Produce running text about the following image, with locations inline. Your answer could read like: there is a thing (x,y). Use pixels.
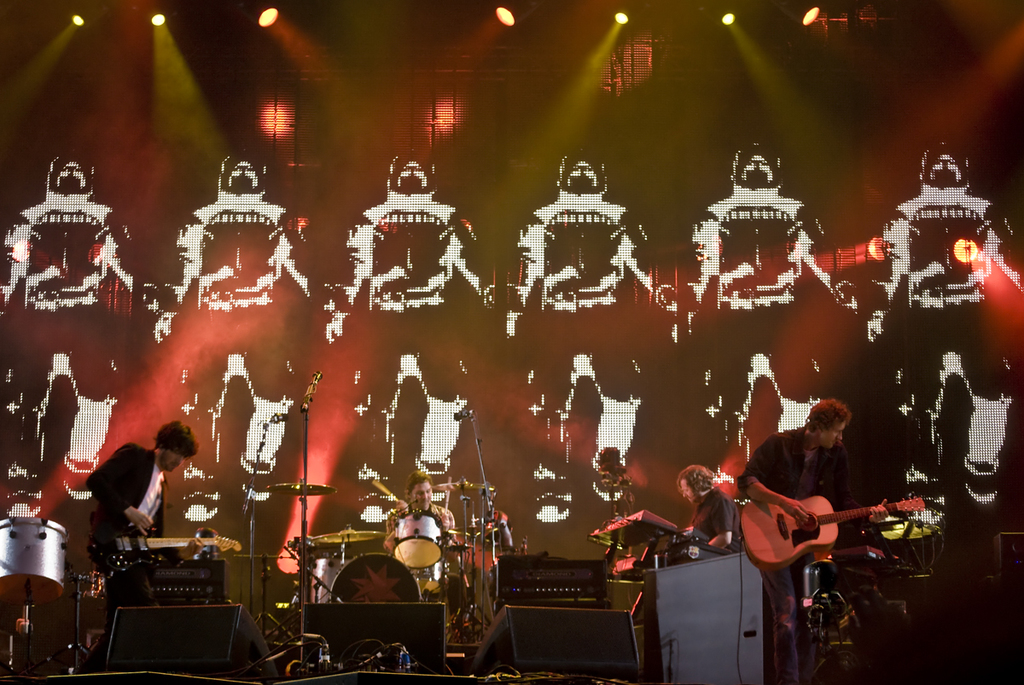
On the left (121,500) and right side (825,466) there are two person (151,493) who are playing a guitar (770,550). In the middle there is a person (428,506) who is sitting on the chair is playing a drum (396,529) and some other musical instrument (325,538). There is an another person (687,479) who is sitting on the right (710,496), who is playing a keyboard (653,525). On the background (623,348) we can see a screen (575,166) which is showing mans cartoon (902,280).
